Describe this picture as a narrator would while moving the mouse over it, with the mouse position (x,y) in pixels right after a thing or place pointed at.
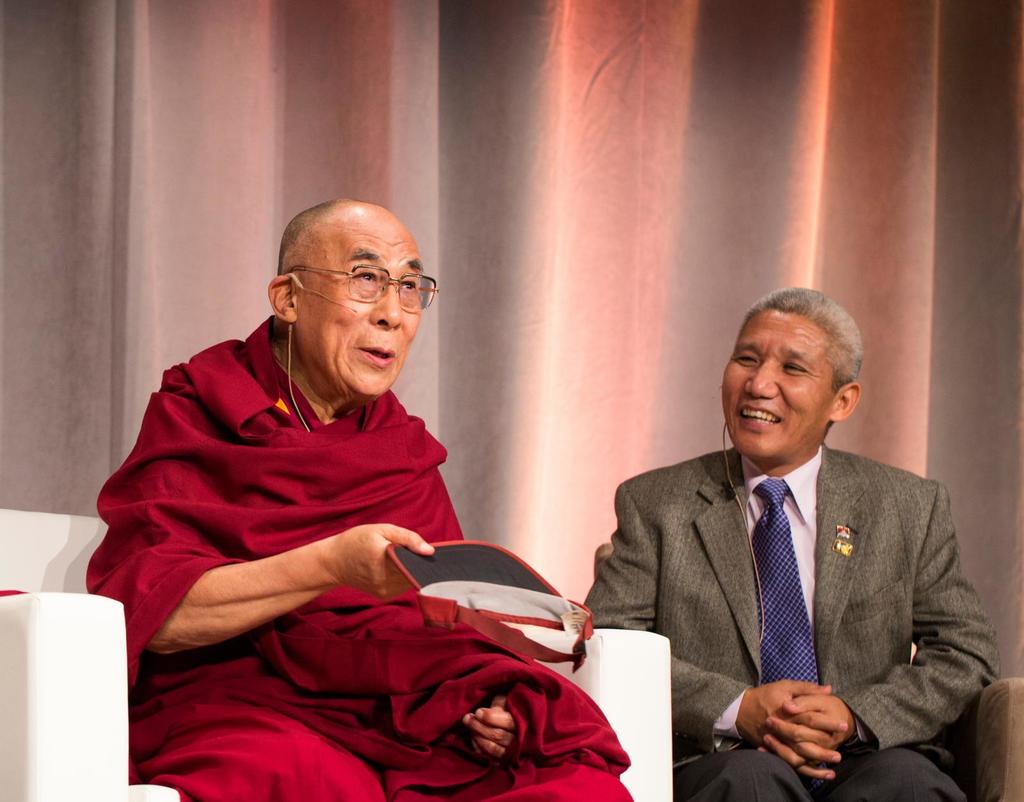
In this picture, we see two men (281,574) are sitting on the sofa chairs (660,661). The man (274,456) on the left side (274,456) is wearing the spectacles (405,280) and he is holding the black and red color object (508,585) in his hand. Both of them are smiling. In the background (185,191), we see a sheet (488,121) or a curtain (117,240) in white color.
